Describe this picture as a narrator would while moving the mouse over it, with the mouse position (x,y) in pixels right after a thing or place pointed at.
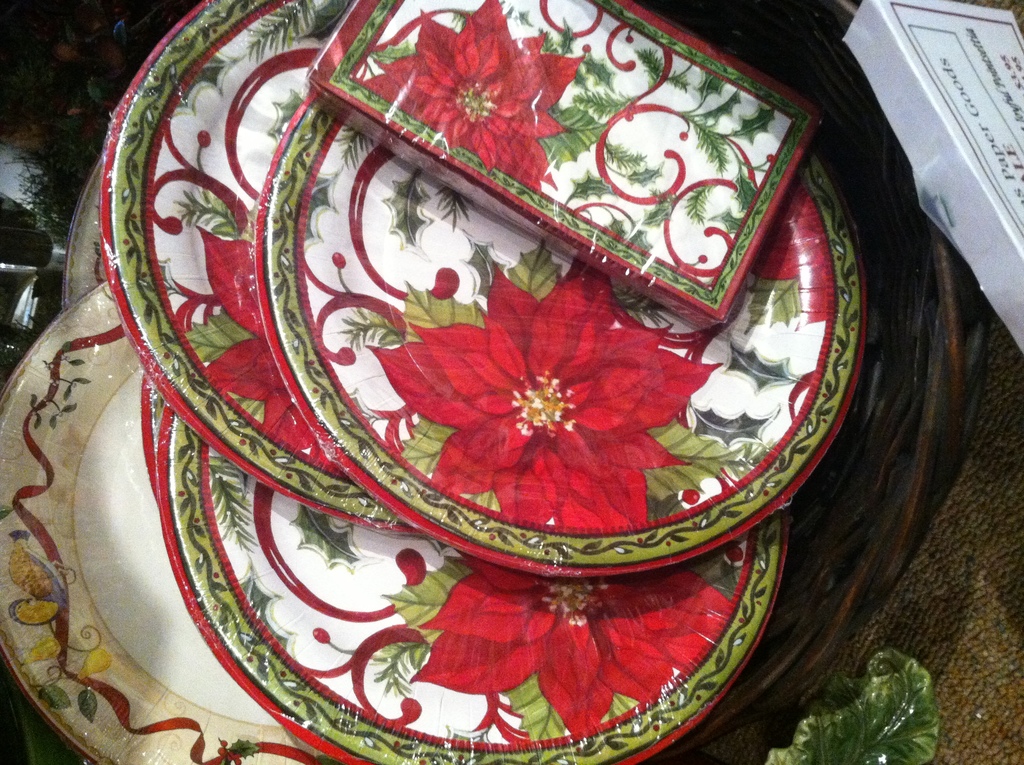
In the image there are a set of paper plates (289,328), beside the plates (671,741) there is a leaf (859,717) and a white box (949,167).
